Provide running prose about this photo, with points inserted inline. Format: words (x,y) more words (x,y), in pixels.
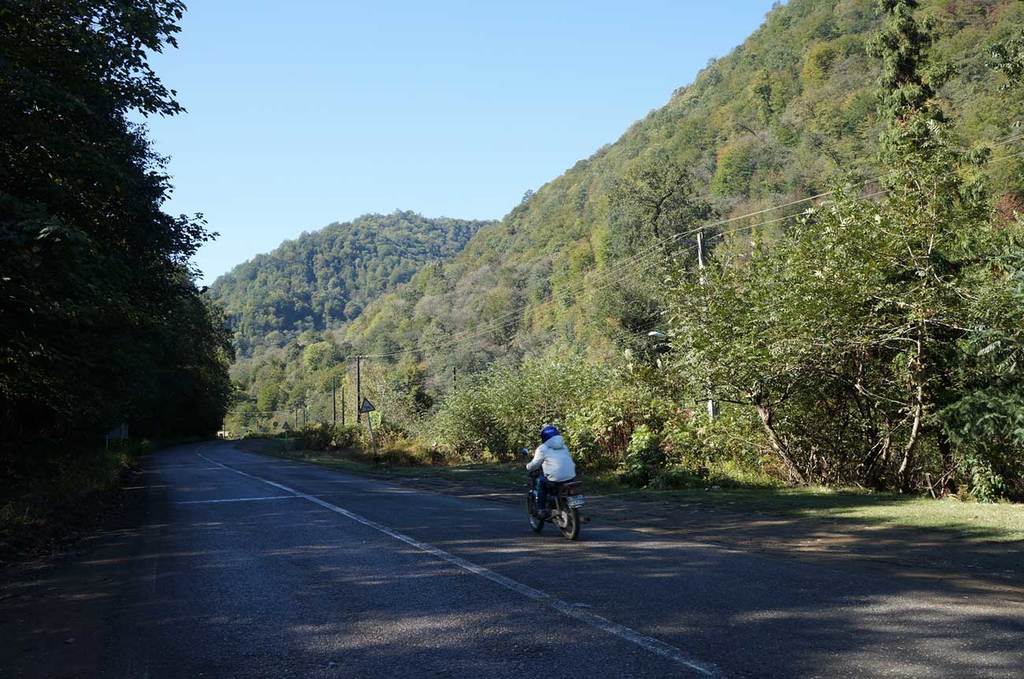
In this image there is a person (566,466) riding a bike (550,517) on the road (462,509), on the either side of the road (411,524) there are trees (490,373), sign boards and electrical poles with cables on it.
